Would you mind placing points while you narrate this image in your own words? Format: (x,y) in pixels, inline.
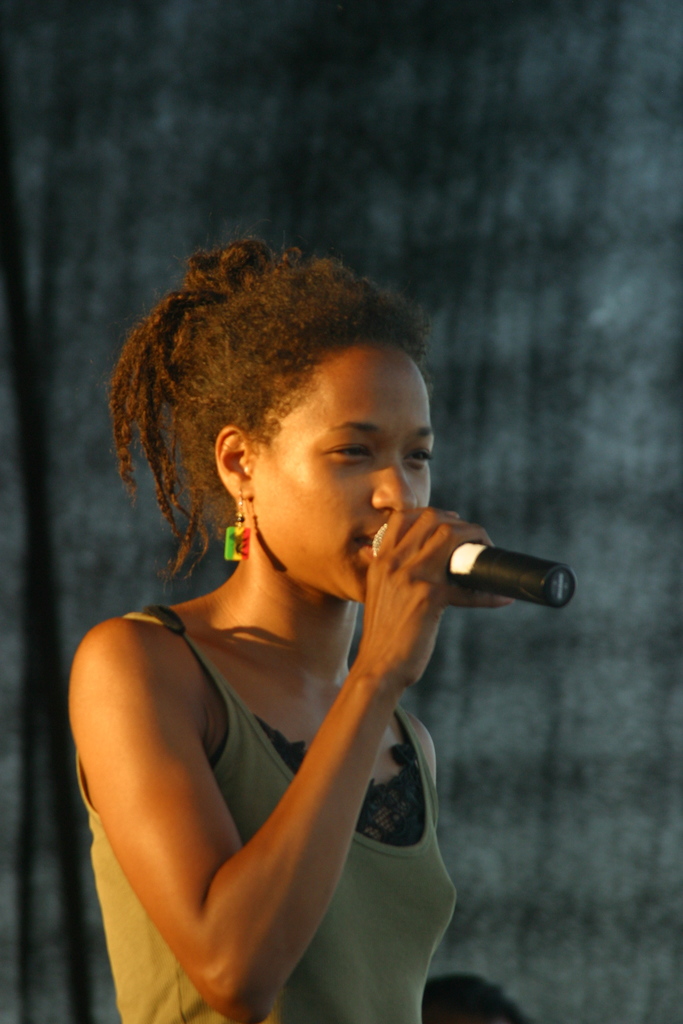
This picture shows a woman (134,883) standing and singing by holding a microphone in her hand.
